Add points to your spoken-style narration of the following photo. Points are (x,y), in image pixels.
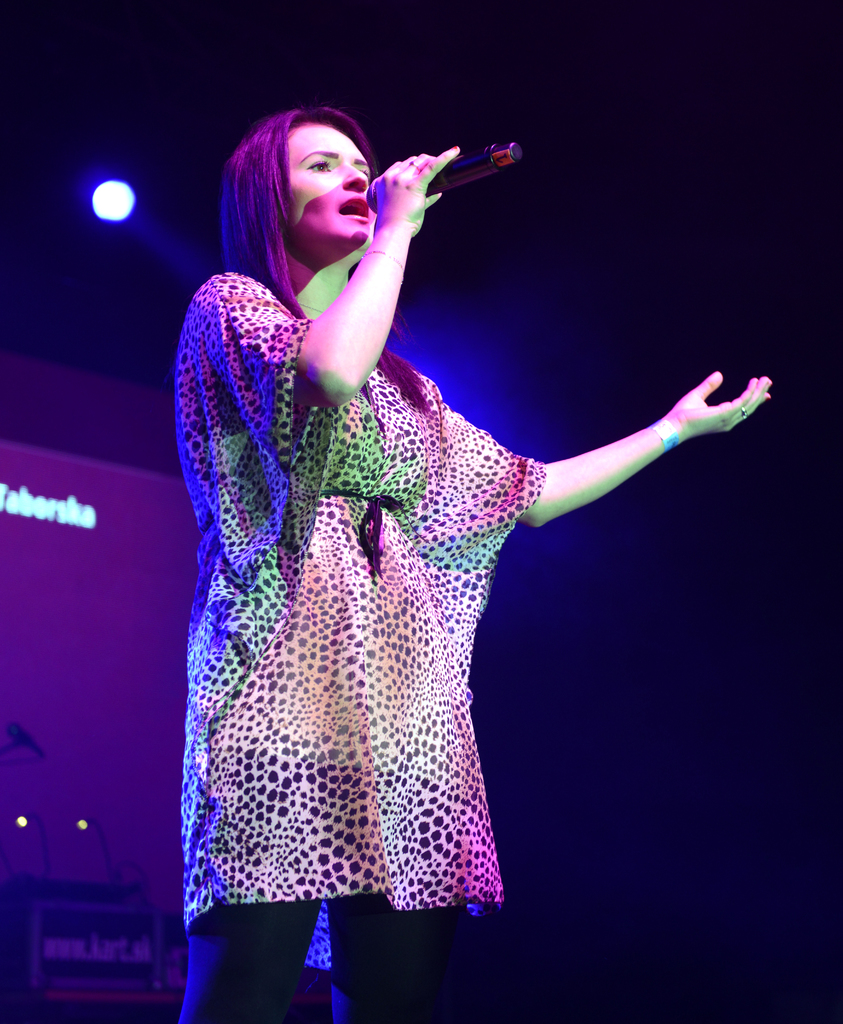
this picture is clicked inside. In the center (351,343) there is a woman (343,440) wearing a dress (413,476), holding a microphone (445,185), standing on the ground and seems to be singing. In the background (80,465) we can see the focusing lights (117,185) and some other objects (150,669).
